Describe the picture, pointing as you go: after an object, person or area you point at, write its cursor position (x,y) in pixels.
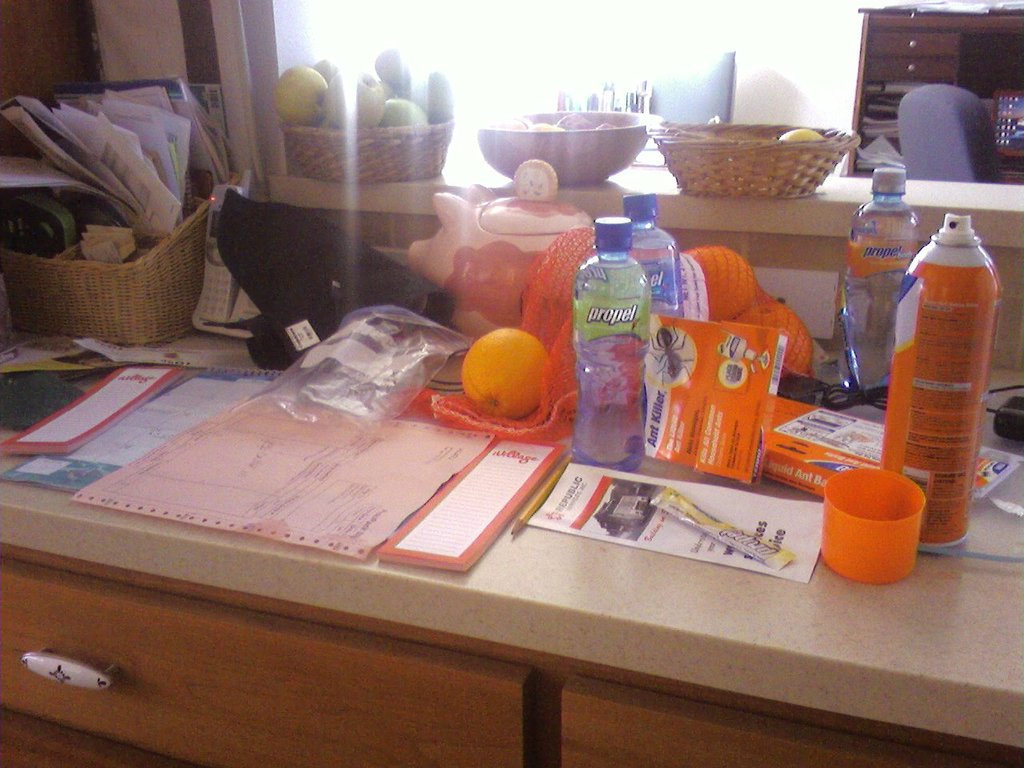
In this image there is a table (428,600) on which bottles (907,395), fruits (520,381), plastic covers (392,386), basket (699,161), toys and so on kept. And window (506,86) visible and a desk (875,79) visible and chair (970,150) visible, on this basket (719,185), fruits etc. kept. This image is taken inside a room (619,455).
